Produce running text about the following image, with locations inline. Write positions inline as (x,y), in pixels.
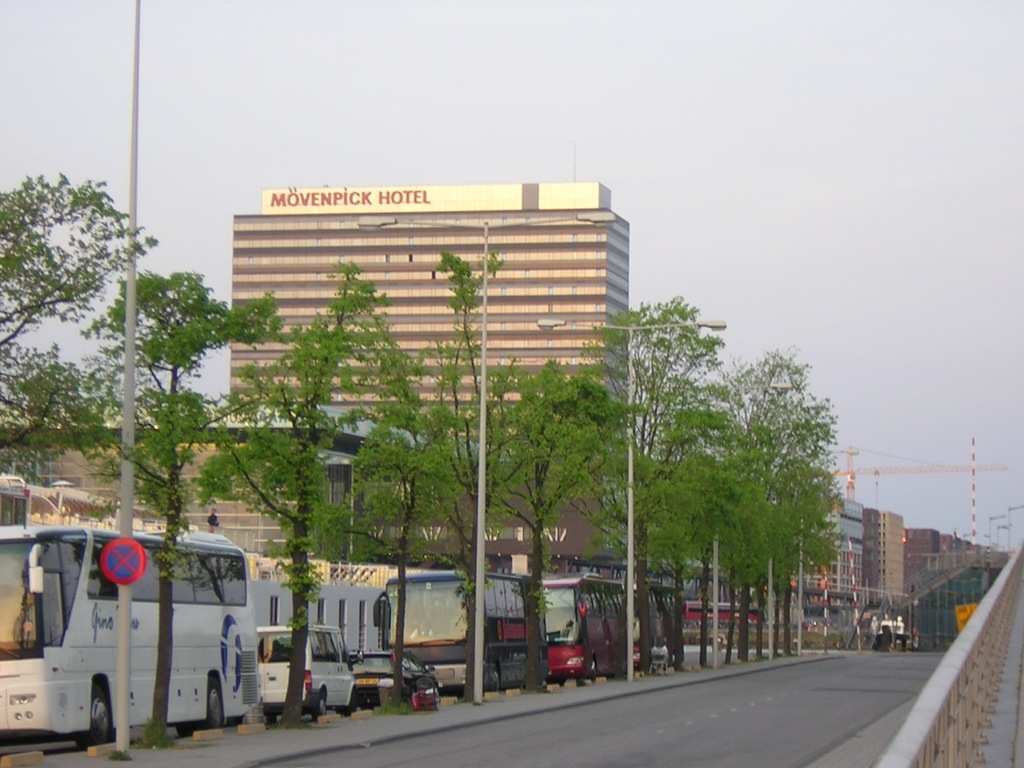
In this picture I can see vehicles (598,607) on the road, there are poles (628,374), lights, boards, trees (648,434), buildings (221,527), and in the background (822,211) there is sky (769,162).
